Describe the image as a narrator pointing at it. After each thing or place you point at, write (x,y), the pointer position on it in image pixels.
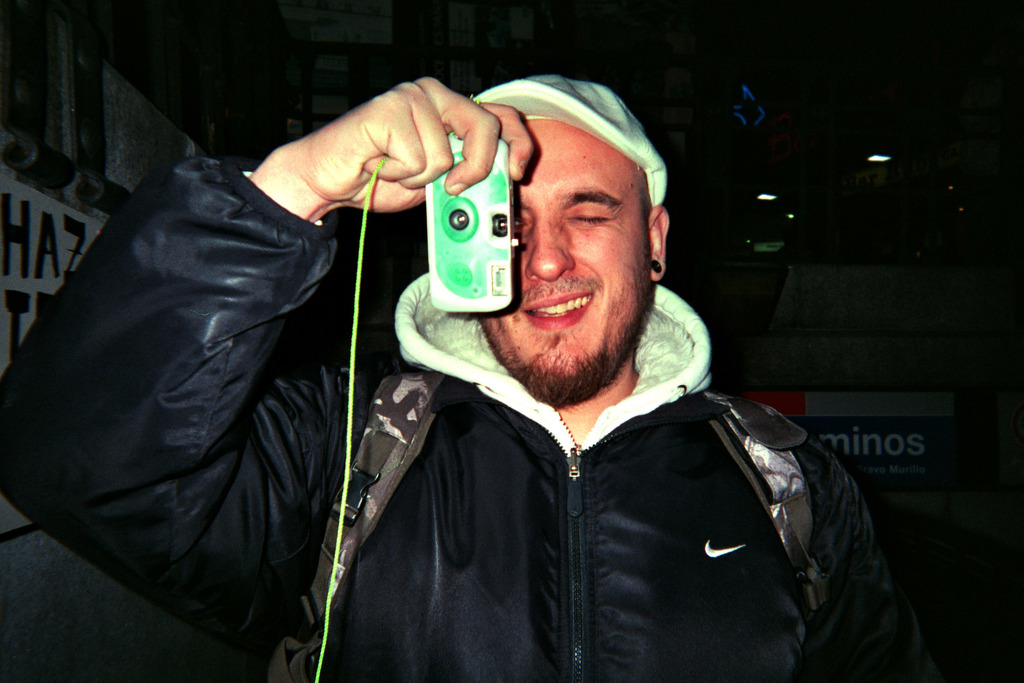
In this picture we can see a man (541,357) smiling, holding a camera (450,165) with his hand (404,205) and at the back of him we can see the lights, posters (876,483), some objects (804,264) and in the background (839,89) it is dark.
